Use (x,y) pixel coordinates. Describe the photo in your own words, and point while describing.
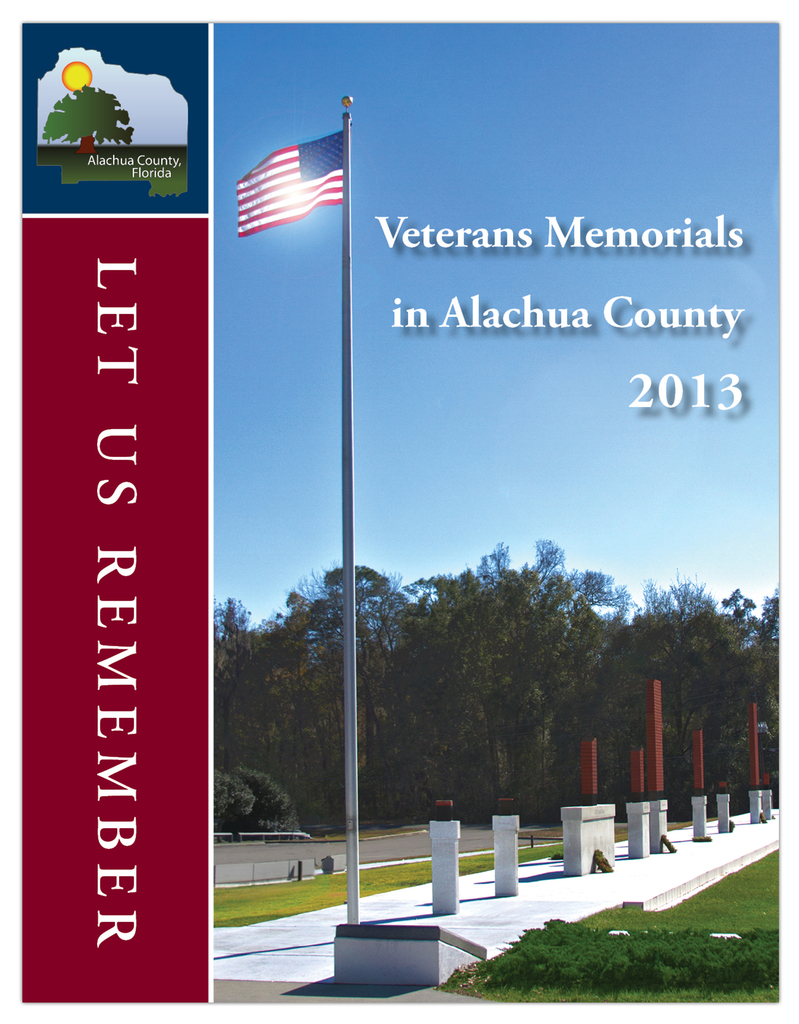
In this image we can see a hoarding (141,978), pole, flag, grass (622,912), plants (584,968), and objects (751,784). In the background (491,753) there are trees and sky (484,407). Here we can see something is written on the image.
